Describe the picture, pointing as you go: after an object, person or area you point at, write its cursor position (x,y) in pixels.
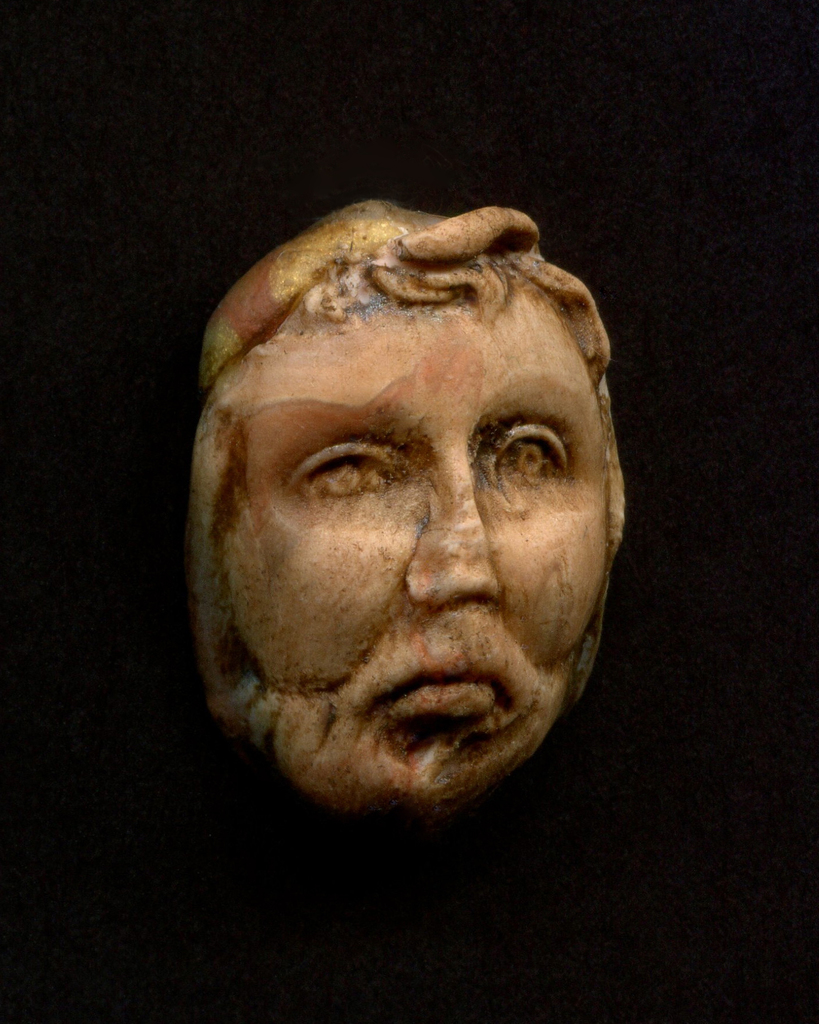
In this picture i can see sculpture (375,450) of a face (378,499). The background (416,982) is dark.
